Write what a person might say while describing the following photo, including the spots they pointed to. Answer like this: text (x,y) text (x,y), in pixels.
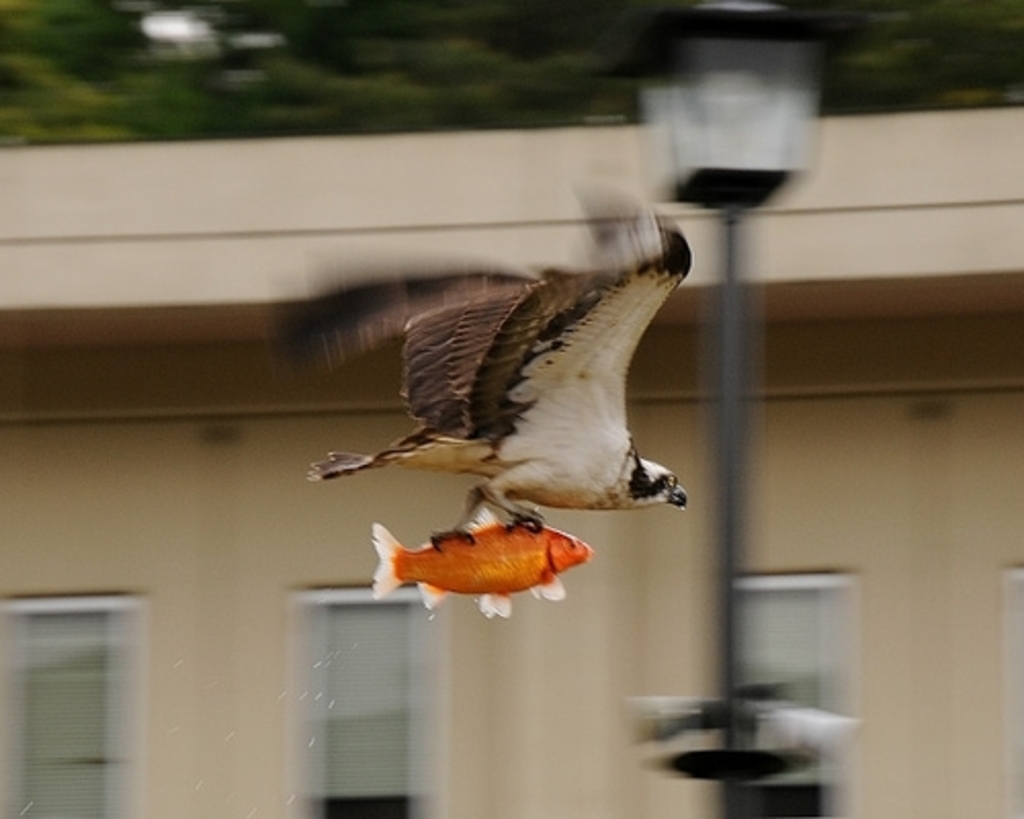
In this image there is a bird (627,509) holding a fish (533,569). There is a building (381,624) in the background (360,564). There is a street light (735,474). Behind the building (821,127) there are trees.
